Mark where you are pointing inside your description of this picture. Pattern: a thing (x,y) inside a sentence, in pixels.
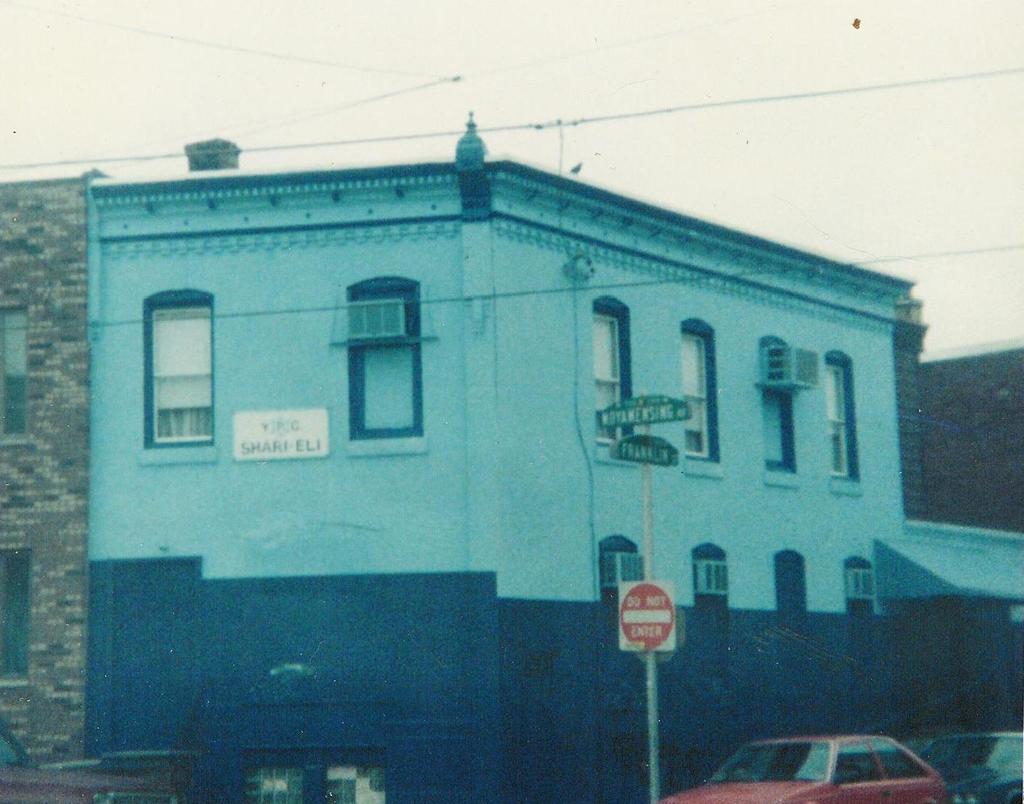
In this image we can see a building (480,385), windows (607,348), air conditioners (796,379), street poles (648,583), information boards (641,451), electric cables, motor vehicles (28,783) and sky (715,64).
